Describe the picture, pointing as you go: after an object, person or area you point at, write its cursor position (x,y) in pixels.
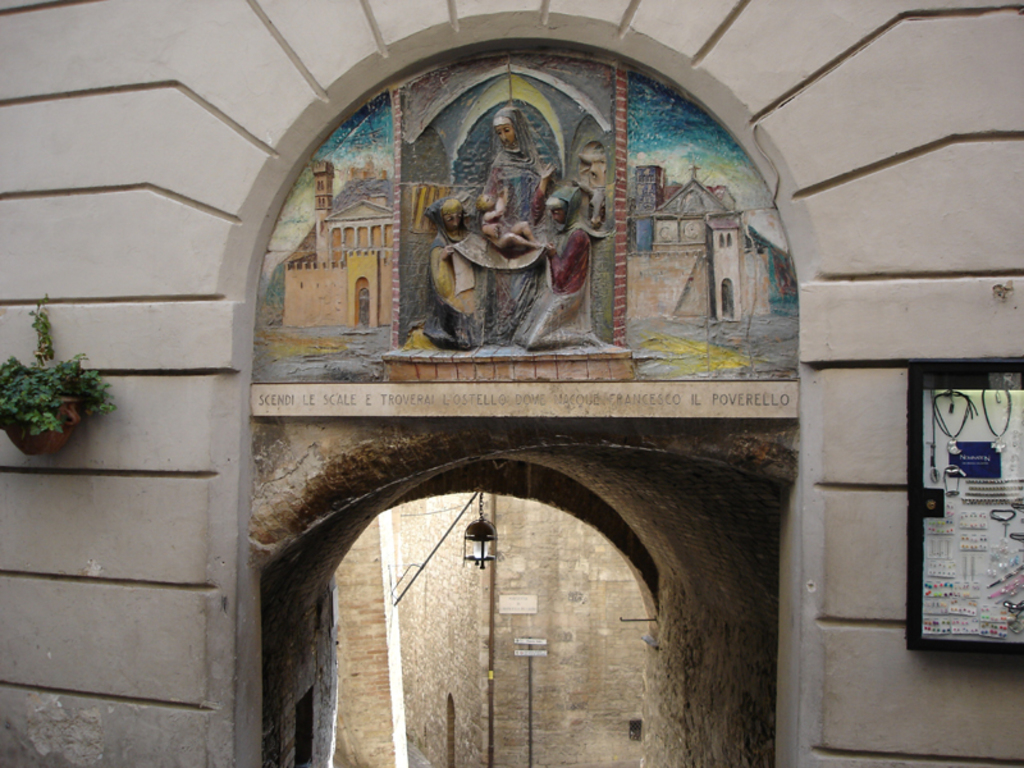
In the picture we can see the entrance wall (245,333) on the top of it we can see the sculptures (295,340) and beside the wall (29,701) we can see a houseplant (20,383) hanged to the wall (105,492).
